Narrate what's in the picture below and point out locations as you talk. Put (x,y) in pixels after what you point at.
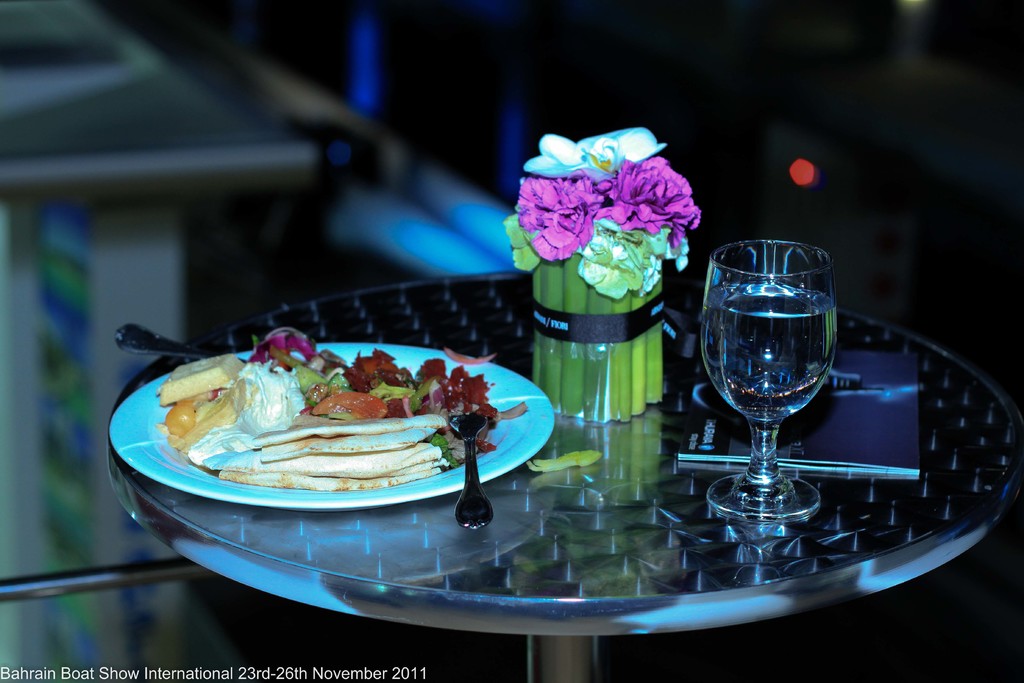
Here we can see a glass (790,367), book (892,473), plate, spoon (466,457), flowers (565,159), and food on a table (553,483). There is a blur background (63,186).
